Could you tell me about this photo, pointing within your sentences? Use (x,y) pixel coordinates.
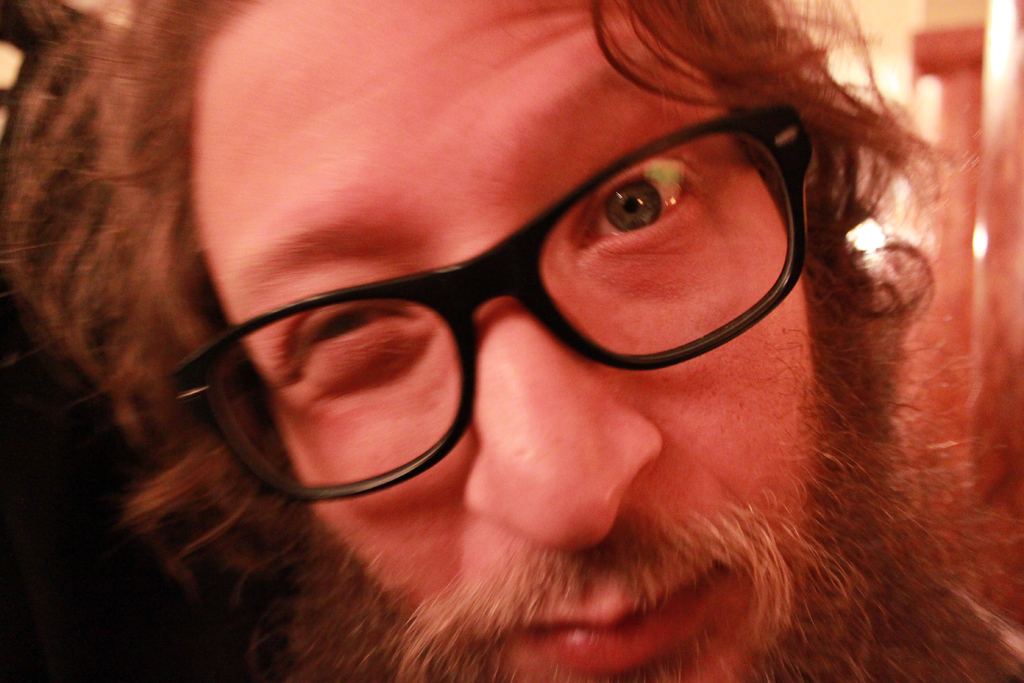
In the center of the image (616,442), we can see a person (428,239) wearing glasses (544,269) and in the background (891,28), there is a wall (896,25).
